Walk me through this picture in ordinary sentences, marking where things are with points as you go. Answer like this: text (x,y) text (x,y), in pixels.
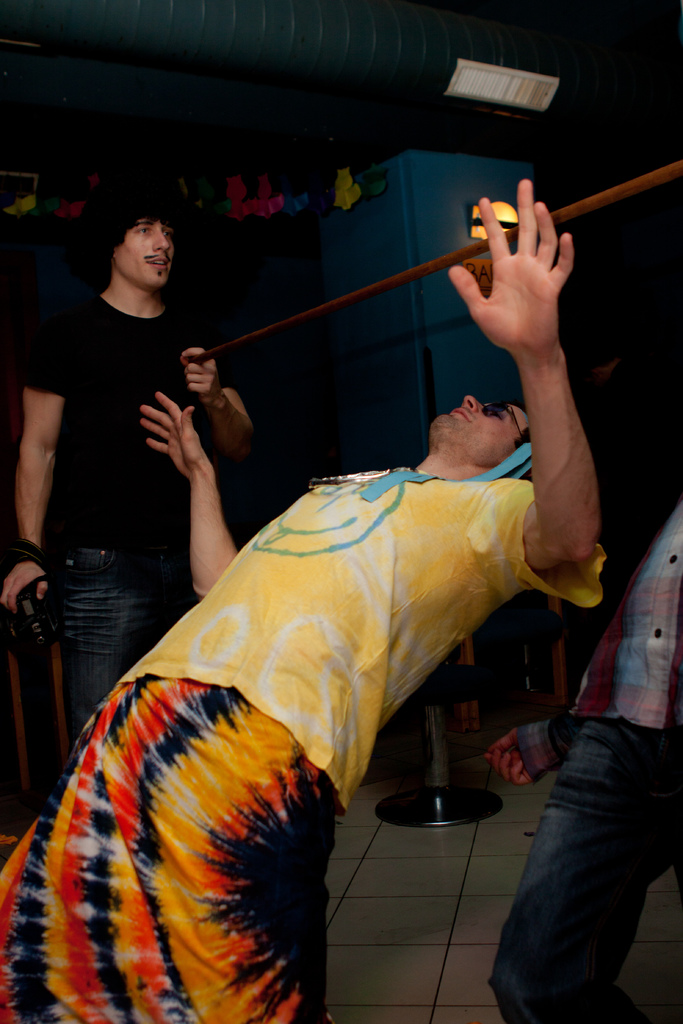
In this image we can see three persons (372,745). A person (140,519) is holding objects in his hand (36,571) at the left side of the image (102,517). There is a stand (463,801) on the ground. There are few objects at the top of the image (487,101). There is a lamp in the image.
